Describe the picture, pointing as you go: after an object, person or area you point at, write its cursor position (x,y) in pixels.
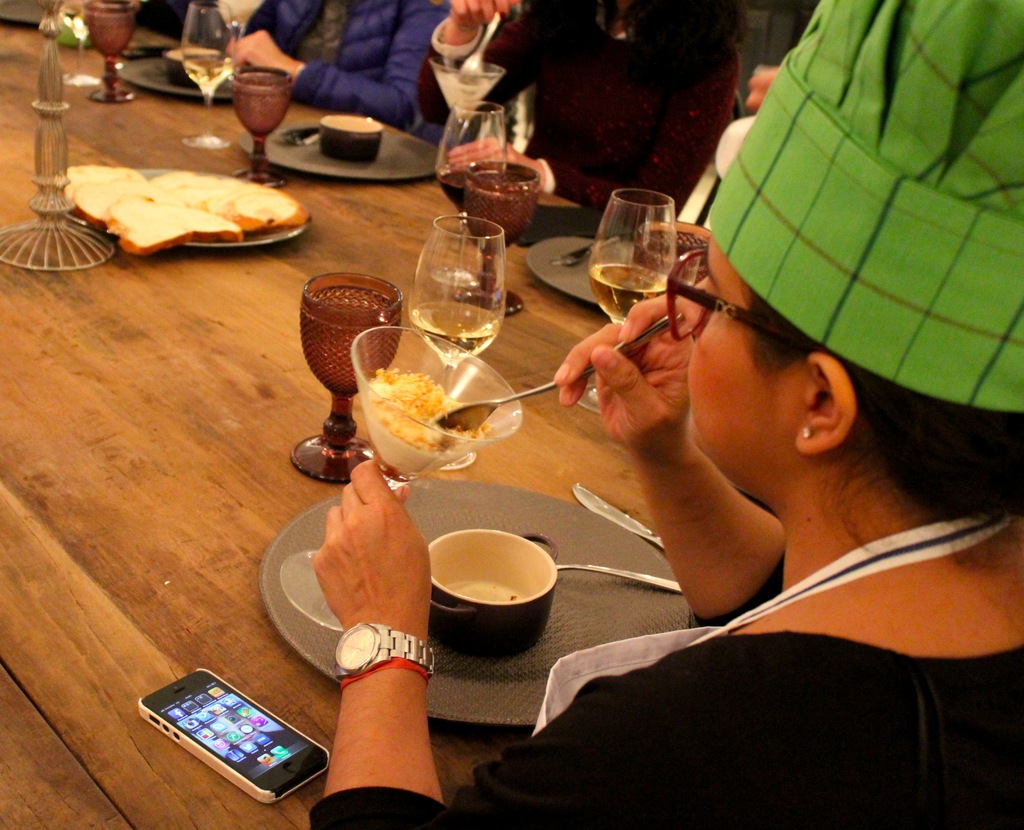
In this image we can see there are people (804,601) holding a glass (465,381) and spoon (634,347). In front of them, we can see the table (295,268), on the table (312,258) there are glasses (481,274), plates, spoons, cups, food items (179,232) and few objects (54,92).
